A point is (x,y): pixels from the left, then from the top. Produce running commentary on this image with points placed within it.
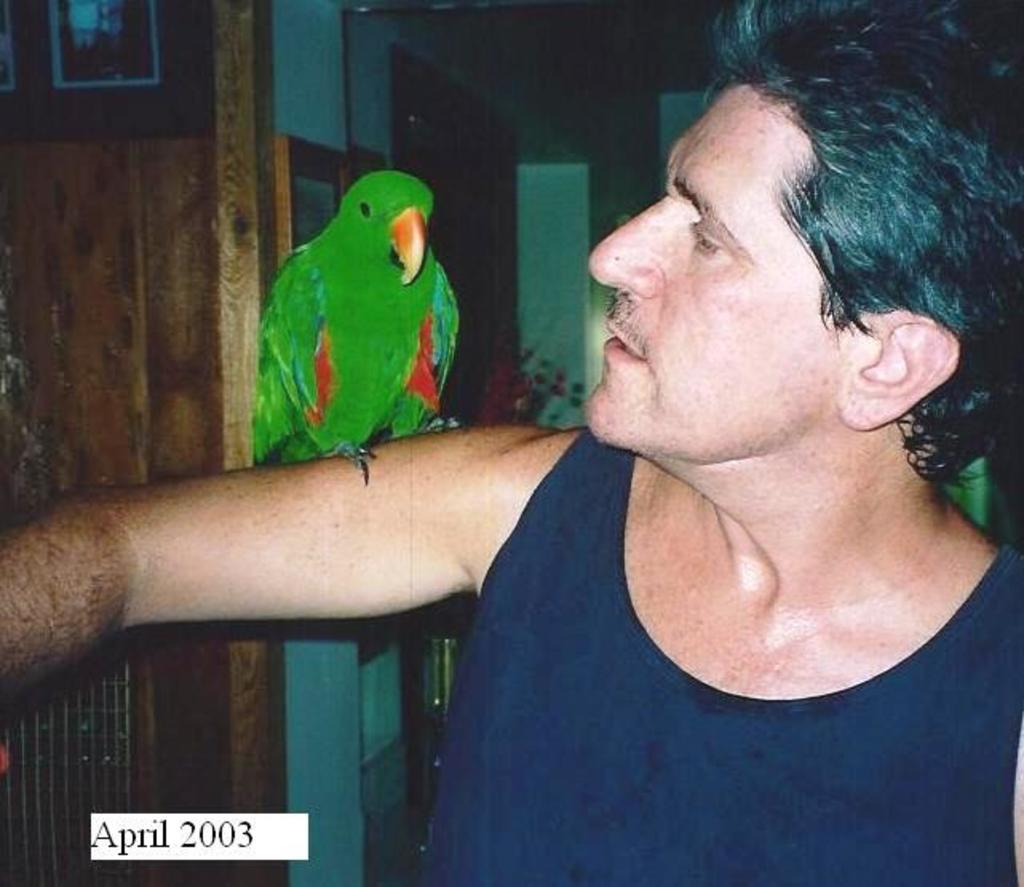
Here we can see a parrot (436,431) on the hand (494,550) of a person (737,587). In the background (213,155) we can see frames (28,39) and wall (212,434).
